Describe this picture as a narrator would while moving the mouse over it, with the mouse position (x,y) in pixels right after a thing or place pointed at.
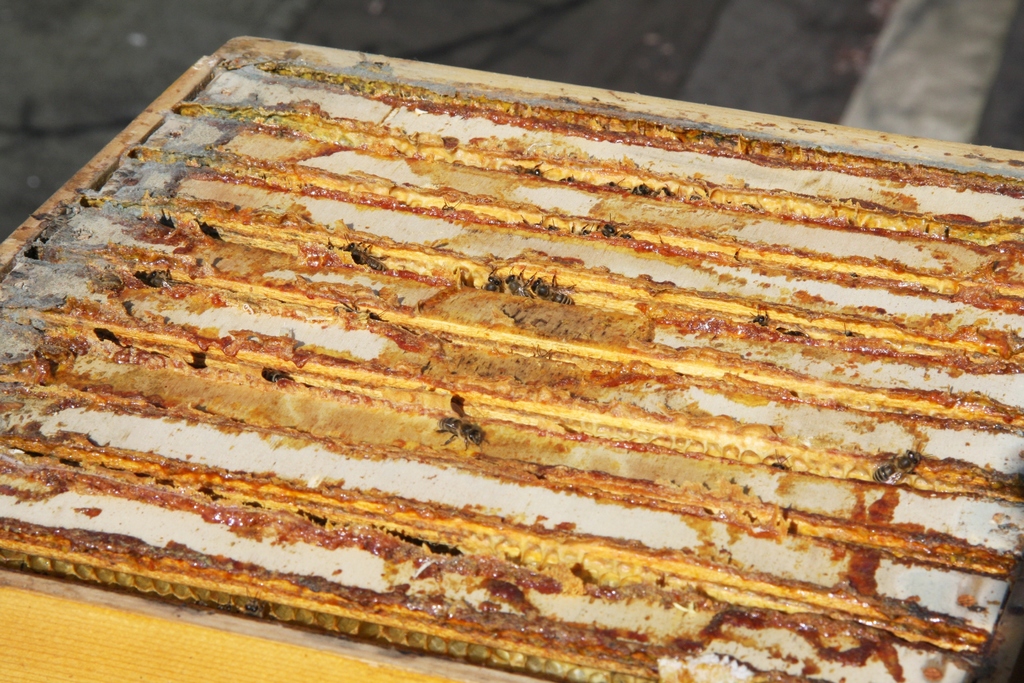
In this image, I can see few bees (526,288) on a board (410,303). At the top of the image (642,37) I can see the floor (619,70).
